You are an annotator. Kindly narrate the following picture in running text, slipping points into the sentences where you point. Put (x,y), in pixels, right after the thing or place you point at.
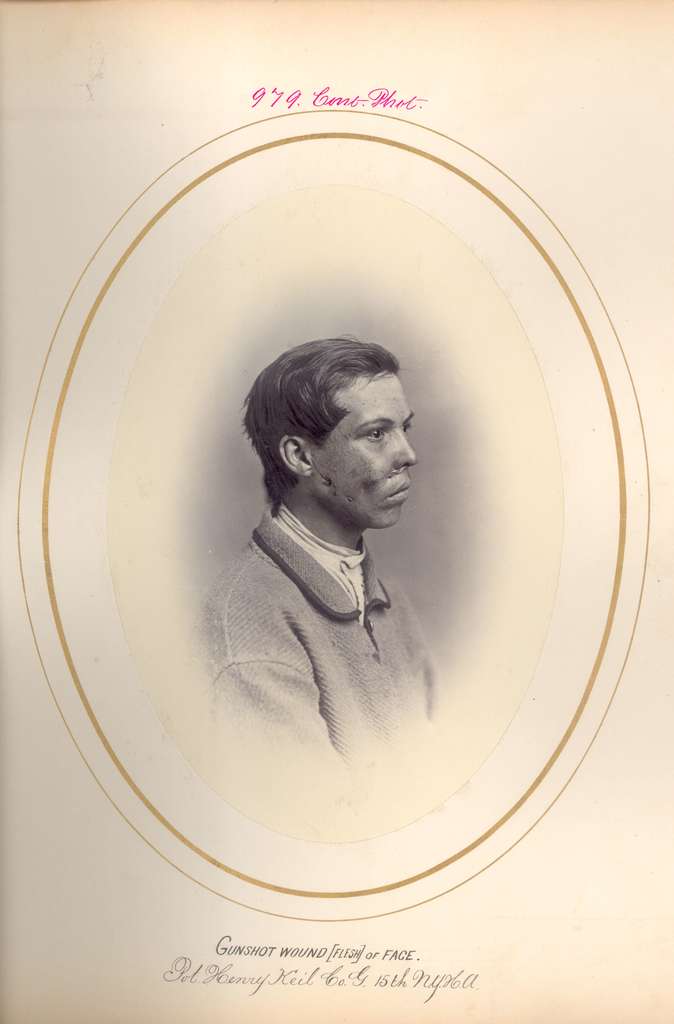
In the image we can see a frame (82,364).
